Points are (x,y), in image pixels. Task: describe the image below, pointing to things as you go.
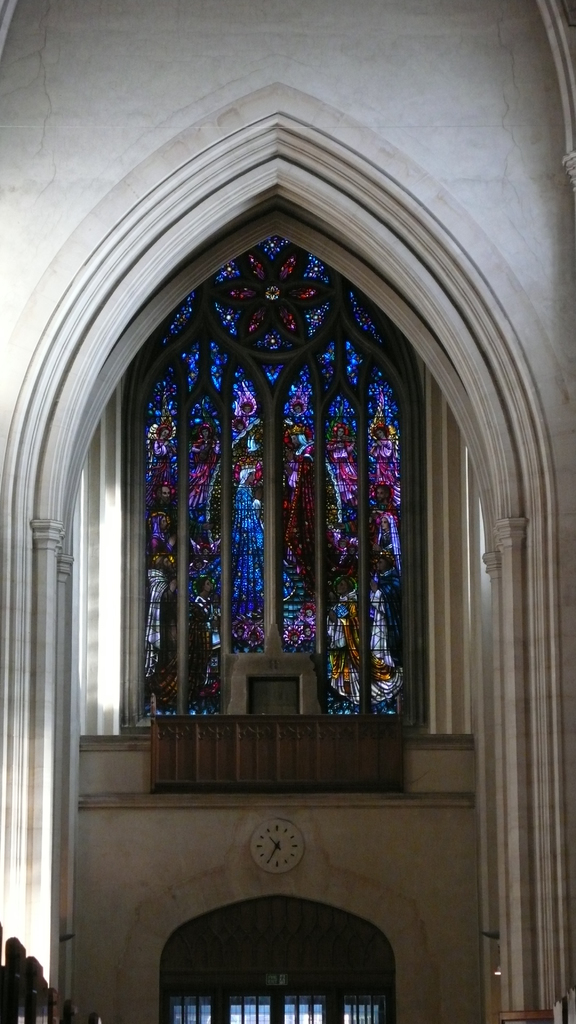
At the bottom of the picture (349,943) we can see wall (400,973), clock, pillars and wooden objects (262,1005) maybe door (278,1009) or window (249,1006). At the top (297,134) it is wall (544,69). In the middle of the picture (275,391) we can see a glass window (280,527).
